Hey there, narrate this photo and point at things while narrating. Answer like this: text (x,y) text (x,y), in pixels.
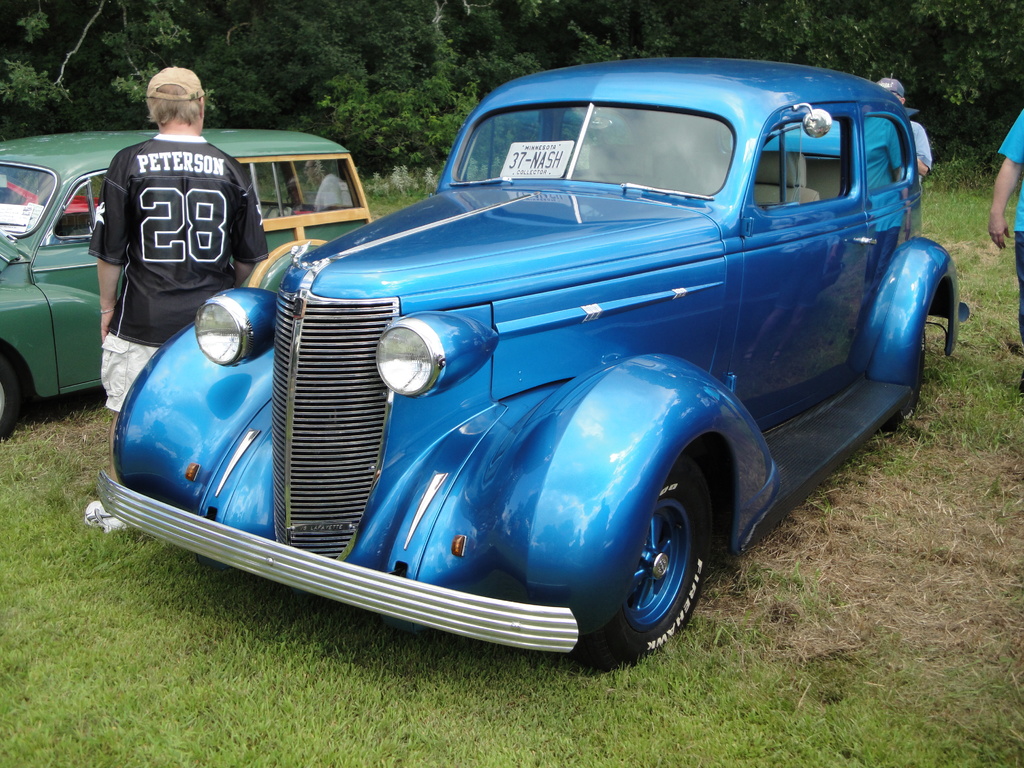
In this image I can see there are two cars (615,477) parked and there is some grass (509,693) on the floor (988,195), there are a few people (898,88) standing behind the car (332,288) and there is a person (174,217) standing at the left side (178,268). There are few trees (302,61) in the backdrop (742,3).
